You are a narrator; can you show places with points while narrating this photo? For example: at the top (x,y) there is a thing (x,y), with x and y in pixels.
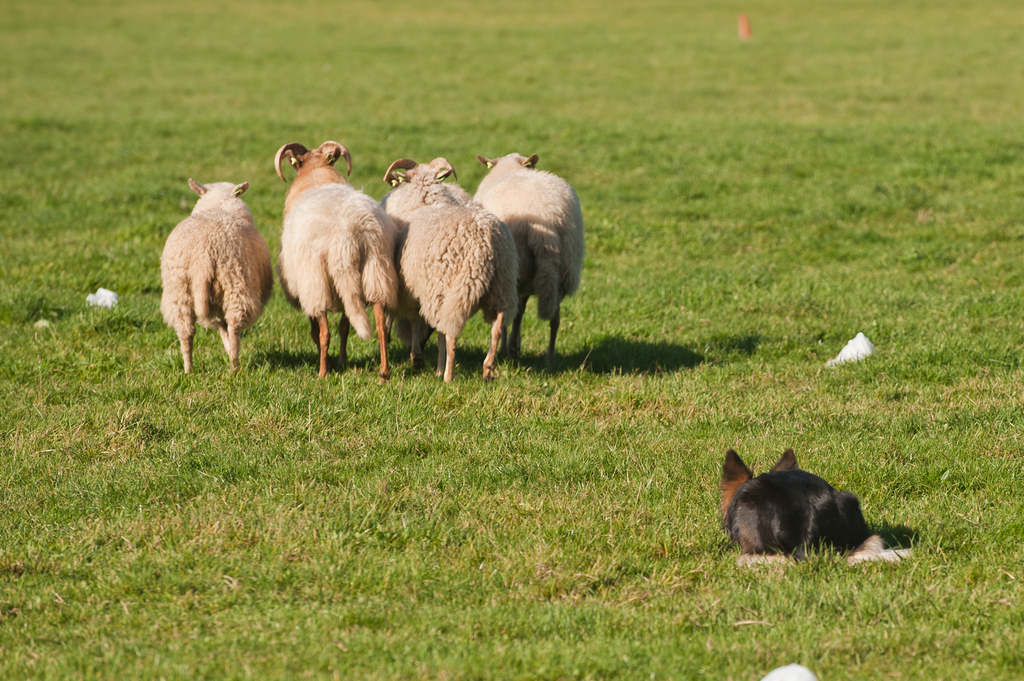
This image is taken outdoors. At the bottom of the image (389,573) there is a ground (380,487) with grass (448,452) on it. In the middle of the image (394,292) there are four sheep's (379,296) on the ground (408,376). On the right side of the image (825,532) there is an animal (816,533) on the ground (797,584).
